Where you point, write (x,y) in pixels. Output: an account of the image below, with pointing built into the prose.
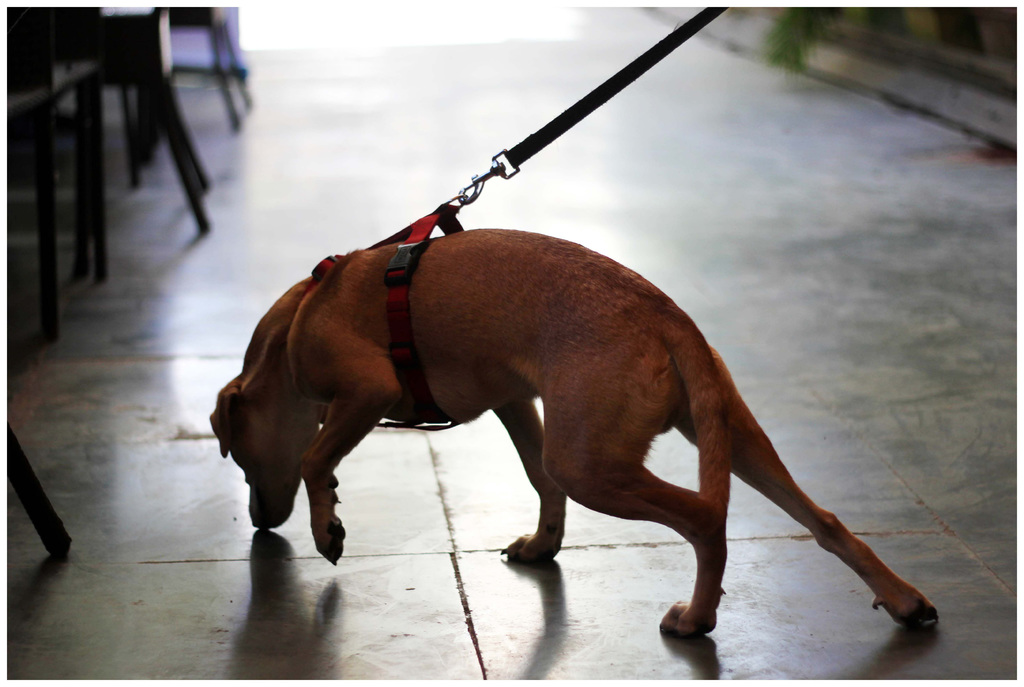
In this picture a dog (348,347) is tied to the tag (417,250) it seems like a person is walking the dog (376,303). To the left side of the picture (96,152) there are some chairs (146,82) and tables (96,152).
